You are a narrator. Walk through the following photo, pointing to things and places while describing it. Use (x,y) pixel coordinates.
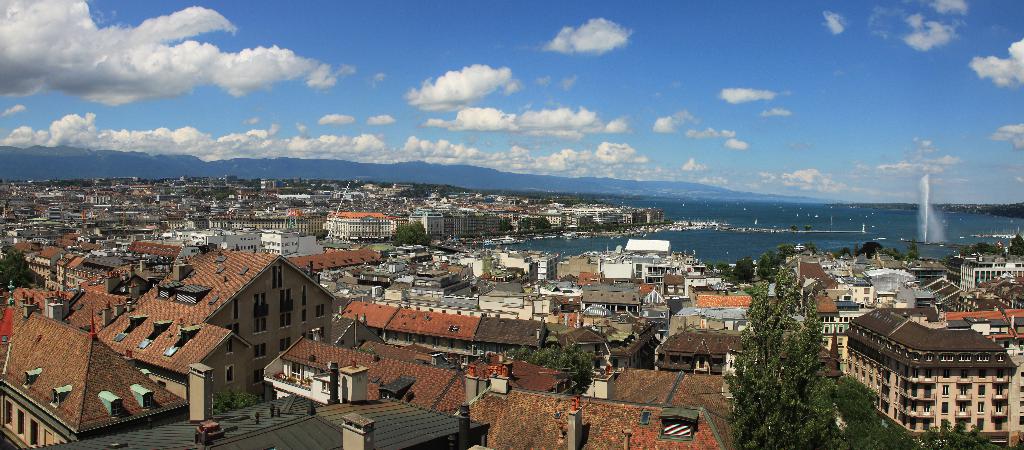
This is the aerial view image of a city (697,355) with buildings (478,354) all over the place, in the back (759,217) there is lake (690,200) with hills (134,172) on the left side (297,171) and above its sky (625,81) with clouds (162,72).
